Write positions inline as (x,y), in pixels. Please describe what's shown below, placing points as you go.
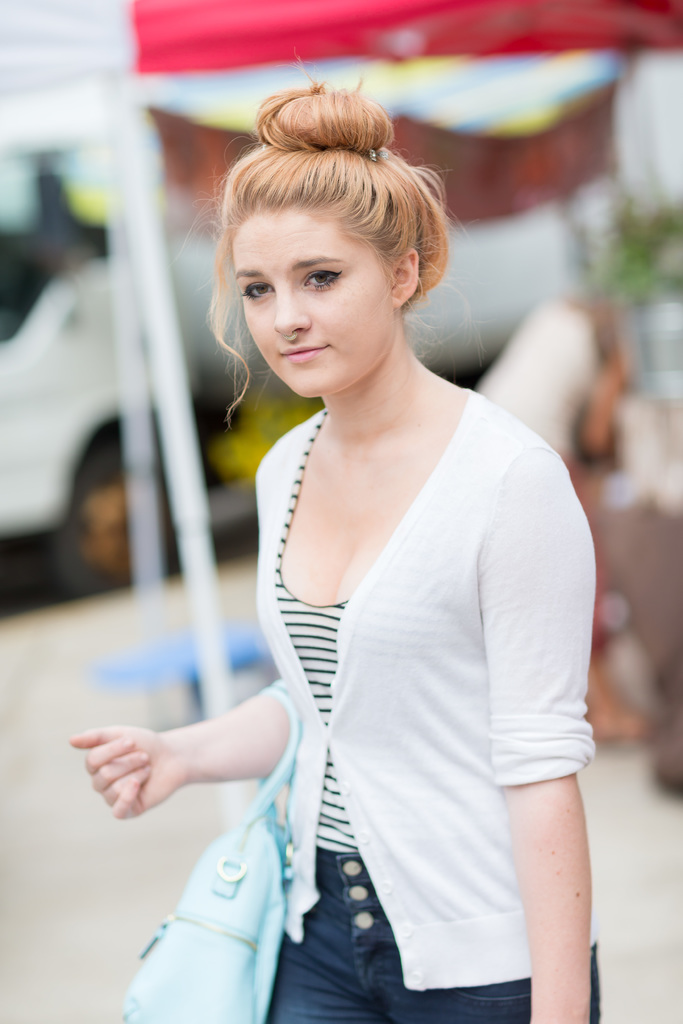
In the foreground of this image (390,759), there is a woman (390,837) standing and carrying a bag (245,911). In the background (147,309), there is a tent (383,45), a vehicle (23,417) and remaining objects (592,336) are not clear.
